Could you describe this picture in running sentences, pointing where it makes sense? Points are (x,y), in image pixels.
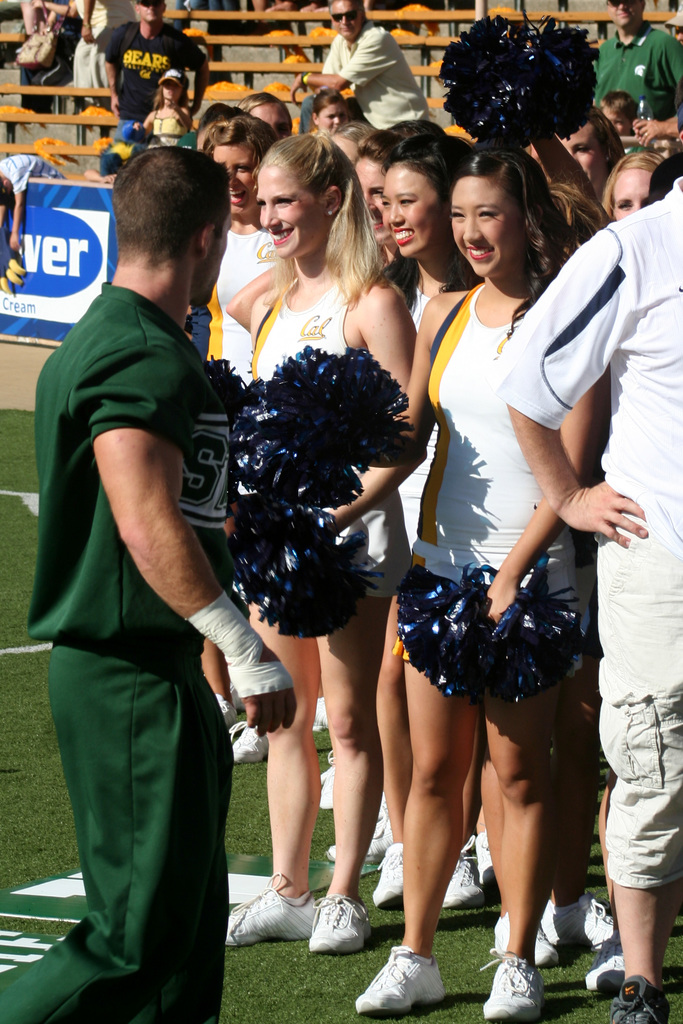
In this image there are the group of persons (440,425) standing, they are holding an object (474,584), there is a board (58,240) towards the left of the image (57,256), there is text (62,261) on the board (61,261), there is grass (11,761), there is an object (23,274) towards the left of the image (11,263), there is a pole (477,11) towards the top of the image (479,0), there are wooden objects (298,67).
